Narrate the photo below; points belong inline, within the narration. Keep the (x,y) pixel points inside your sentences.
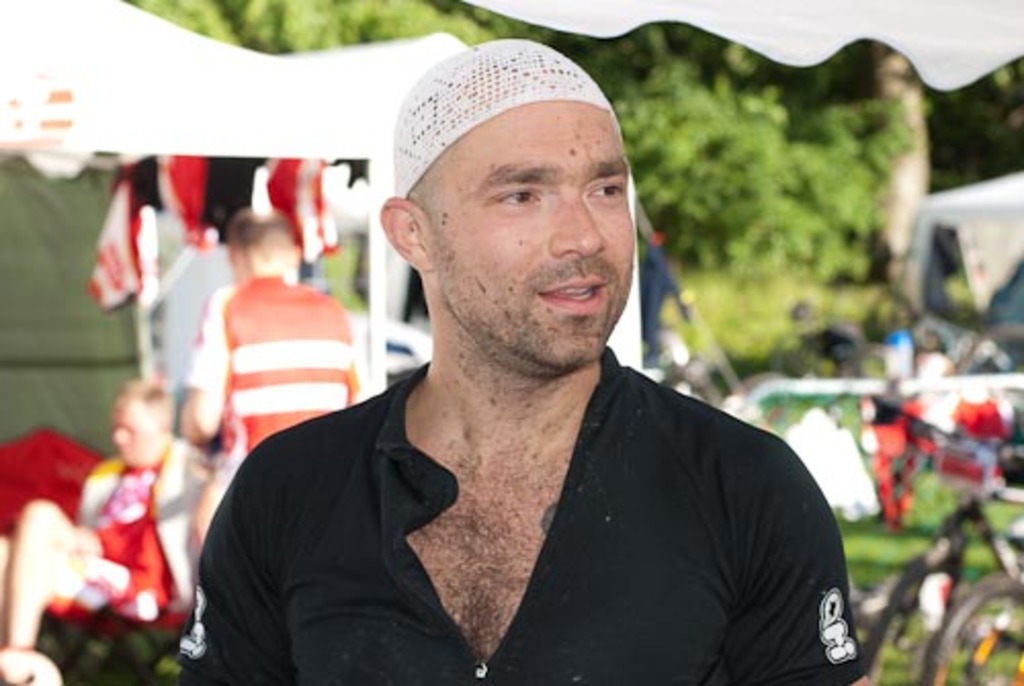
In this image we can see a person (527,149) wearing a cap (512,102). There are few people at the left side of the image (266,398). There is a tent (225,131) at the left side of the image (252,138). There are few vehicles (968,605) at the right side of the image (964,560). There are many trees (804,265) in the image. There is a blur background (992,222) in the image.
